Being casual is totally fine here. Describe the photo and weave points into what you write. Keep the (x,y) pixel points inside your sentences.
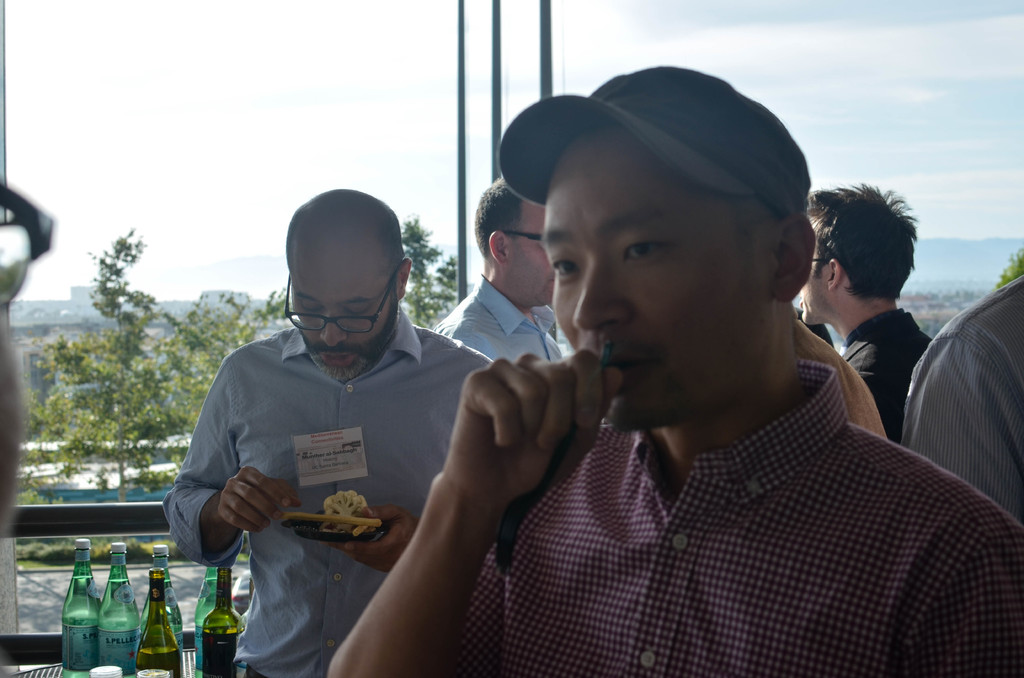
In this image we can see some people (765,419) standing and among them two persons (483,663) holding some objects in their hands (376,559) and we can see few bottles (129,602) on the left side of the image (169,582). There are some trees (428,275) in the background (442,272) and at the top (394,95) we can see the sky (55,73).
